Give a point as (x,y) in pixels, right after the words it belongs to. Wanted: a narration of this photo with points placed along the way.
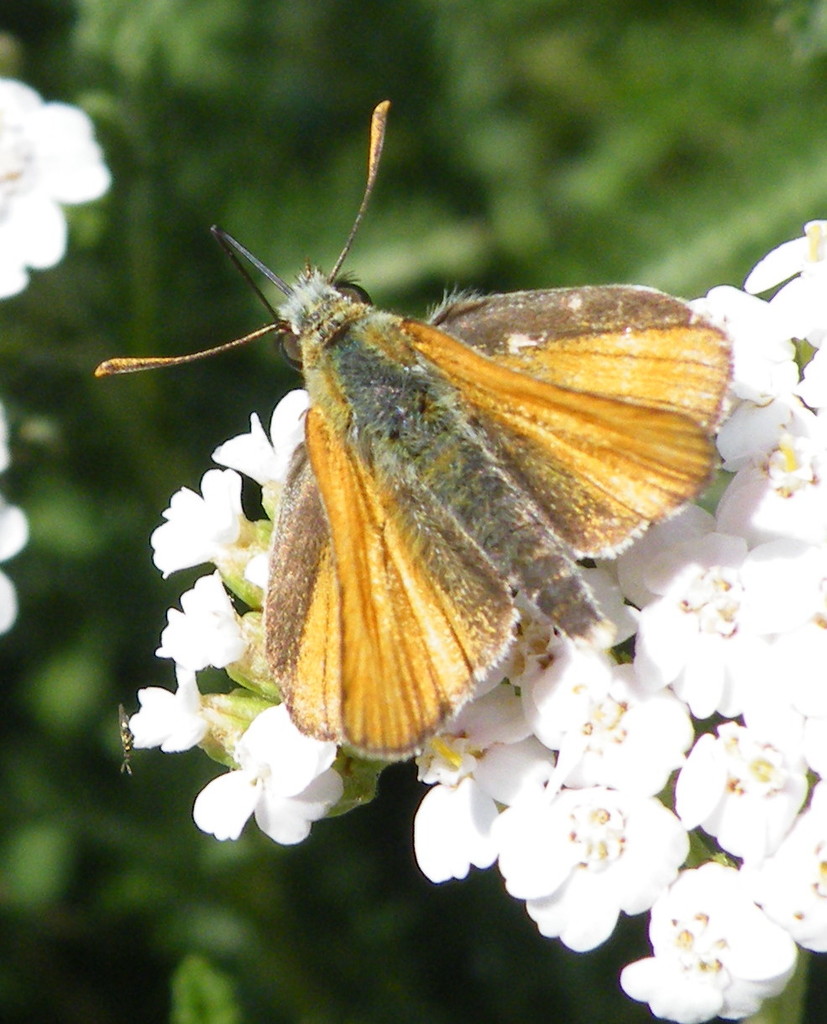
In this picture we can see a butterfly (456,556), on the right side (704,800) there are white color flowers (618,693), in the background (153,113) we can see some leaves (415,141), there is a blurry background (433,122).
